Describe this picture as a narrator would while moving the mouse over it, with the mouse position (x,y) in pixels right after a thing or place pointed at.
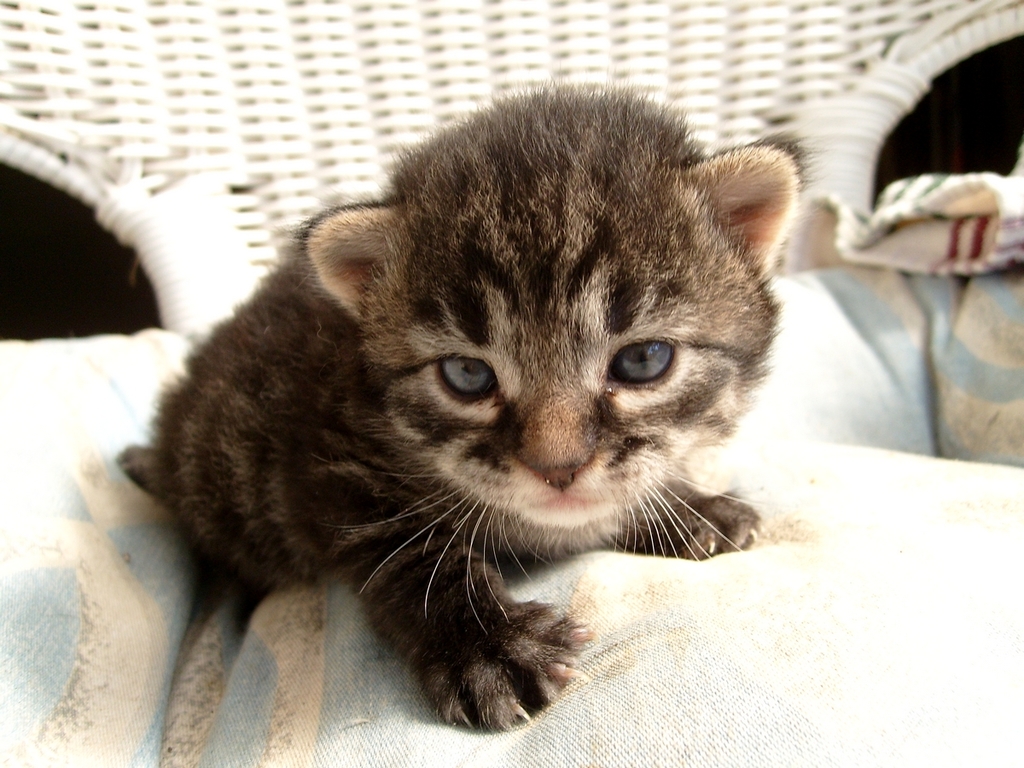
In this picture I can see a kitten (392,440) on the cloth (64,339) and looks like a chair (650,27) on the back (595,2).
